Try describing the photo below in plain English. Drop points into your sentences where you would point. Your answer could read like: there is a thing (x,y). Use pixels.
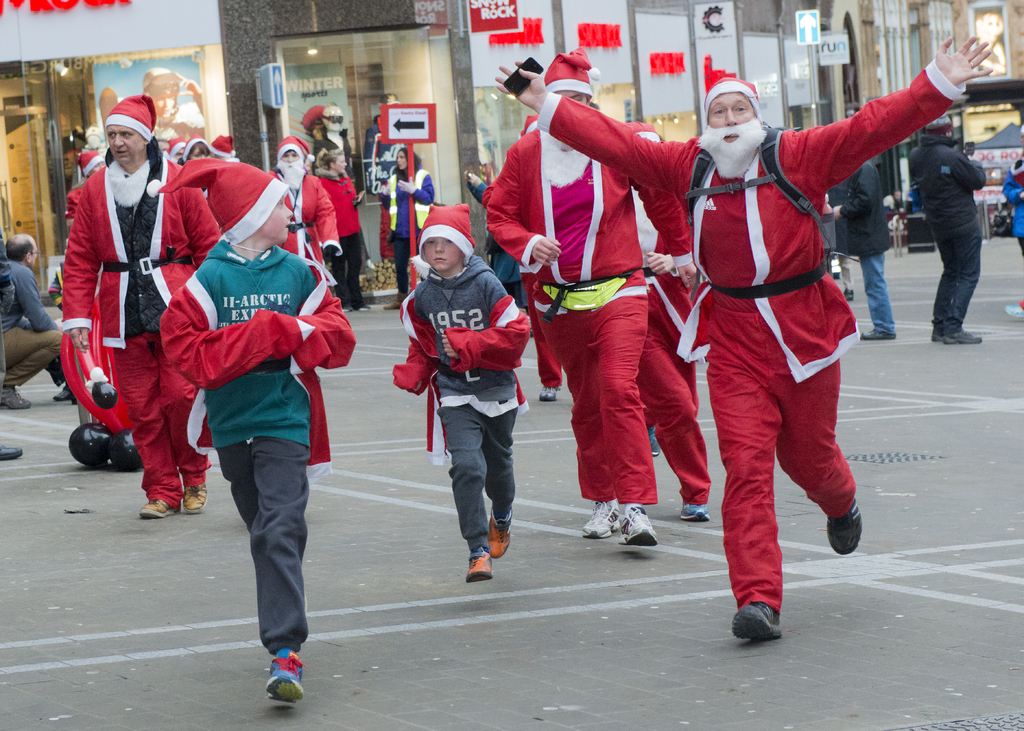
There are persons (957,138) on the road (61,625) on which, there are white color lines (814,579). Some of them are in red color dresses (755,417). In the background (1017,24), there are buildings (118,10).
